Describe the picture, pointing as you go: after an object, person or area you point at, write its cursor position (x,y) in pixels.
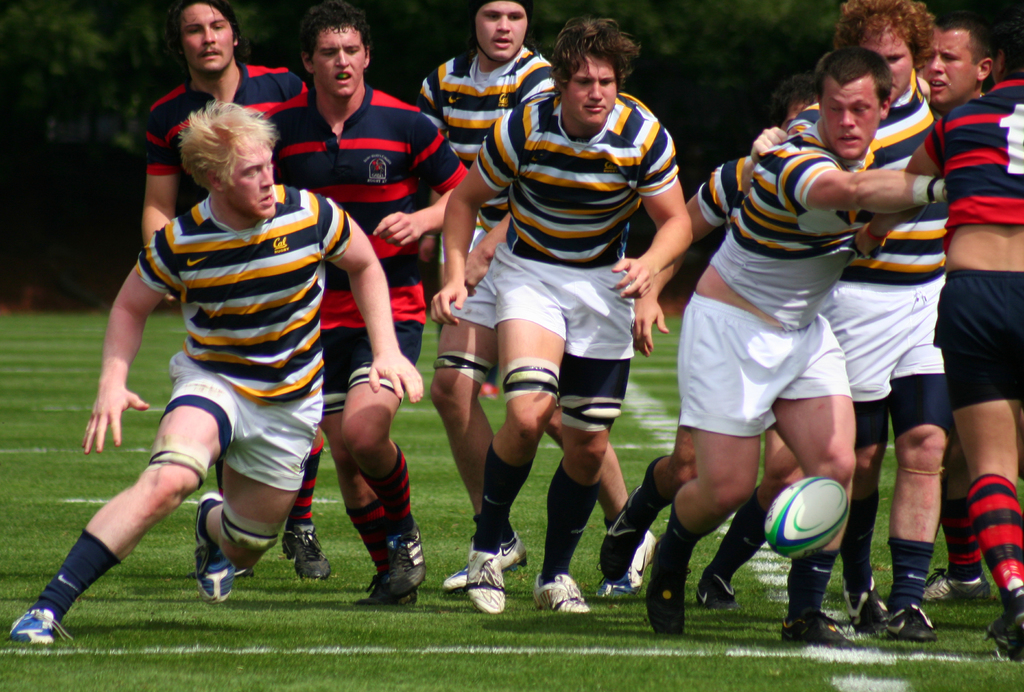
In the image we can see a few players (322,337), they were in 'yellow' and 'red' t shirts (528,131). And coming to the background (716,26) we can see some trees (692,54) and grass (336,635).
